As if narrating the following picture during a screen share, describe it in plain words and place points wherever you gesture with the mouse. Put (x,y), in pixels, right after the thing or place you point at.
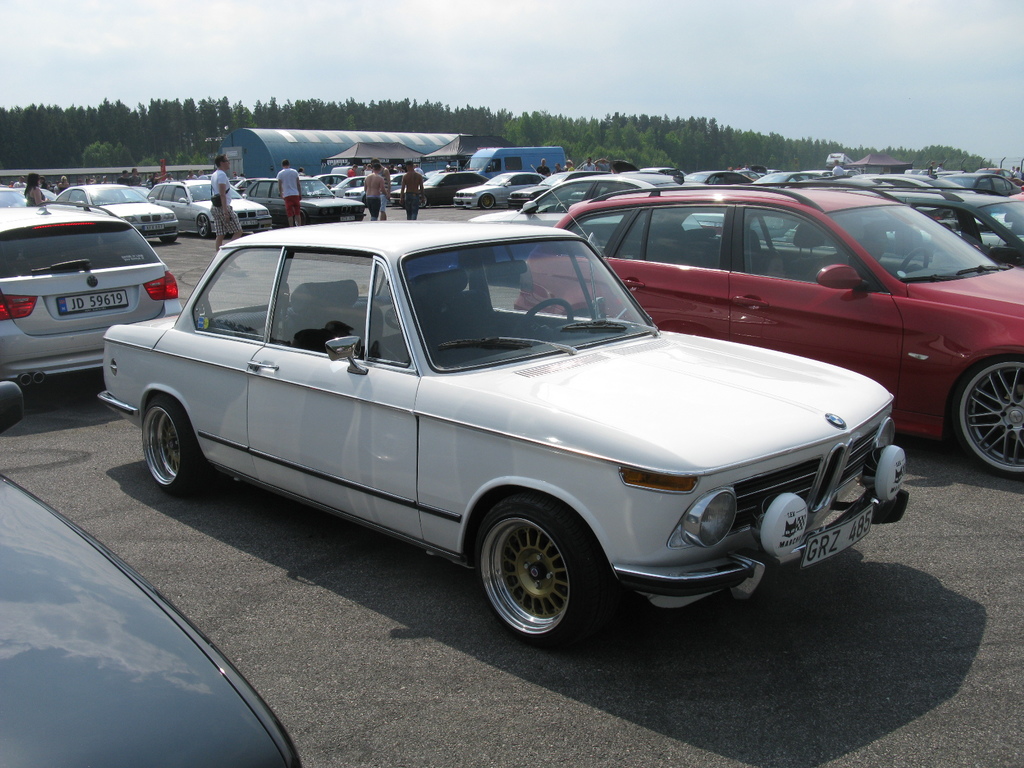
In this picture we can see so many vehicles (525,397) are parked in one place, few people (290,198) are walking around, behind we can see shed (346,143) and so many trees (583,156).
